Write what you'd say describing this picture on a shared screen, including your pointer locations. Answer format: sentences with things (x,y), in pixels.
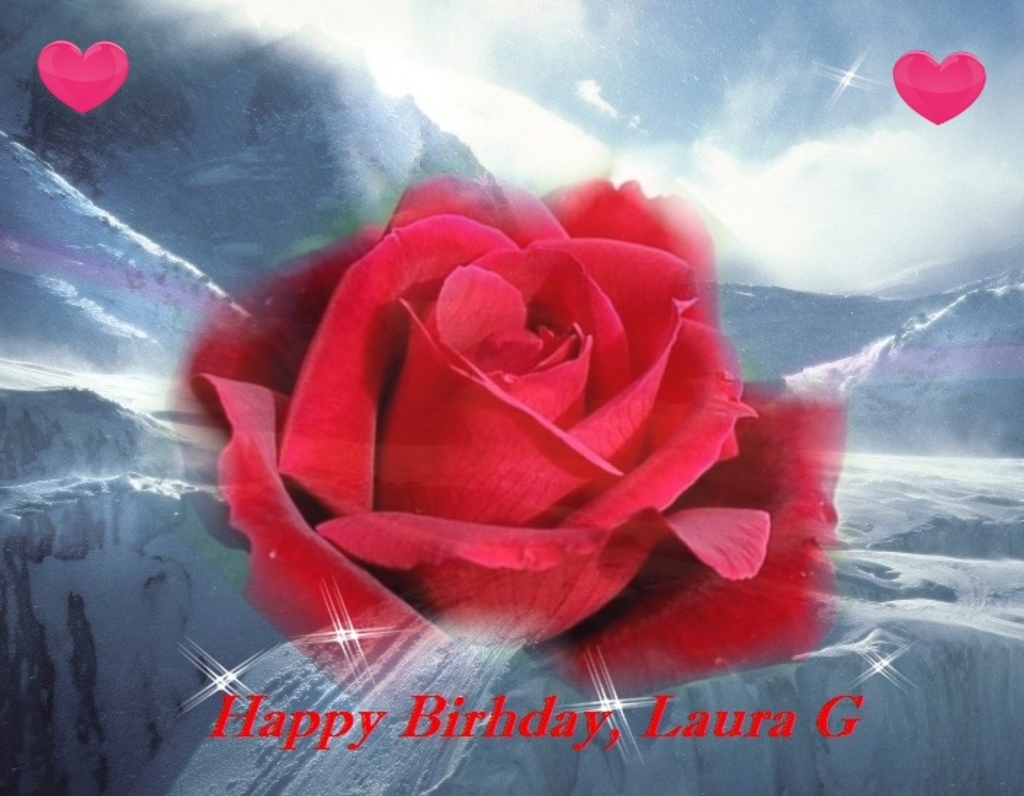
In this image we can see a poster (525,265). On the poster (529,427) there is a rose flower (566,511), text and symbols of heart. In the background (426,156) there are mountains (805,359).
